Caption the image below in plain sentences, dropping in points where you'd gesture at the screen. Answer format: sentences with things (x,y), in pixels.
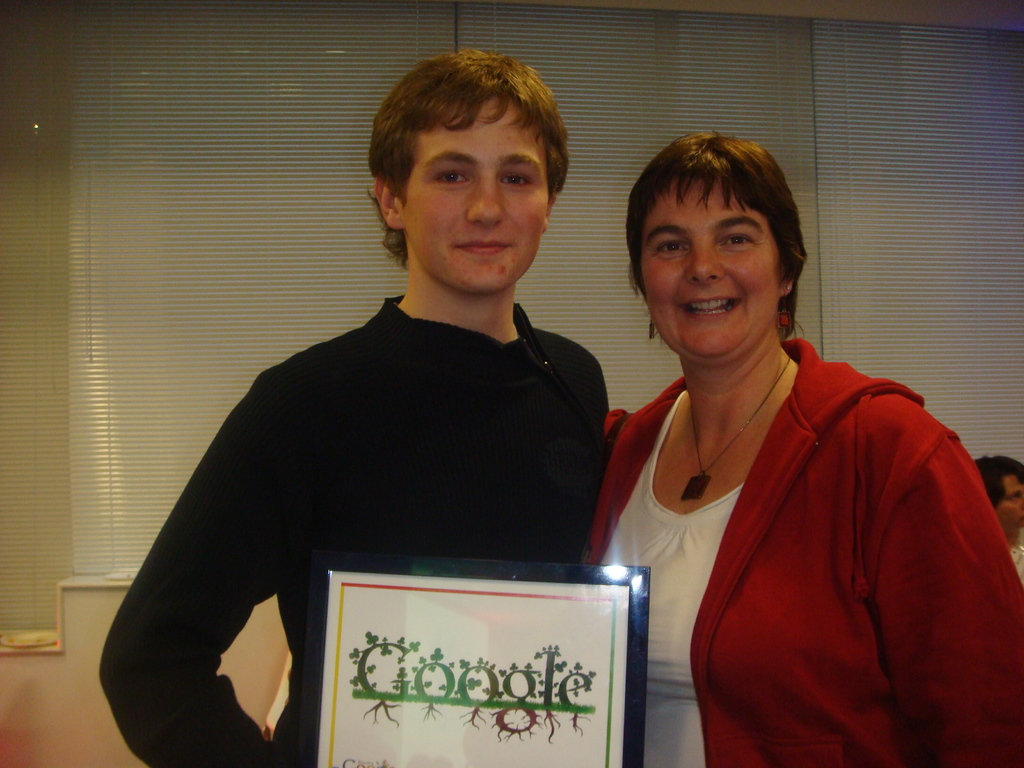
In this image there is a couple (593,454) in the middle (579,457). In the background (211,223) there are curtains (292,255). The person (409,430) on the left side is holding the frame (427,669) in which there is a certificate (475,674). On the right side (1004,491) there is a person (1012,478) in the background (1015,475).
